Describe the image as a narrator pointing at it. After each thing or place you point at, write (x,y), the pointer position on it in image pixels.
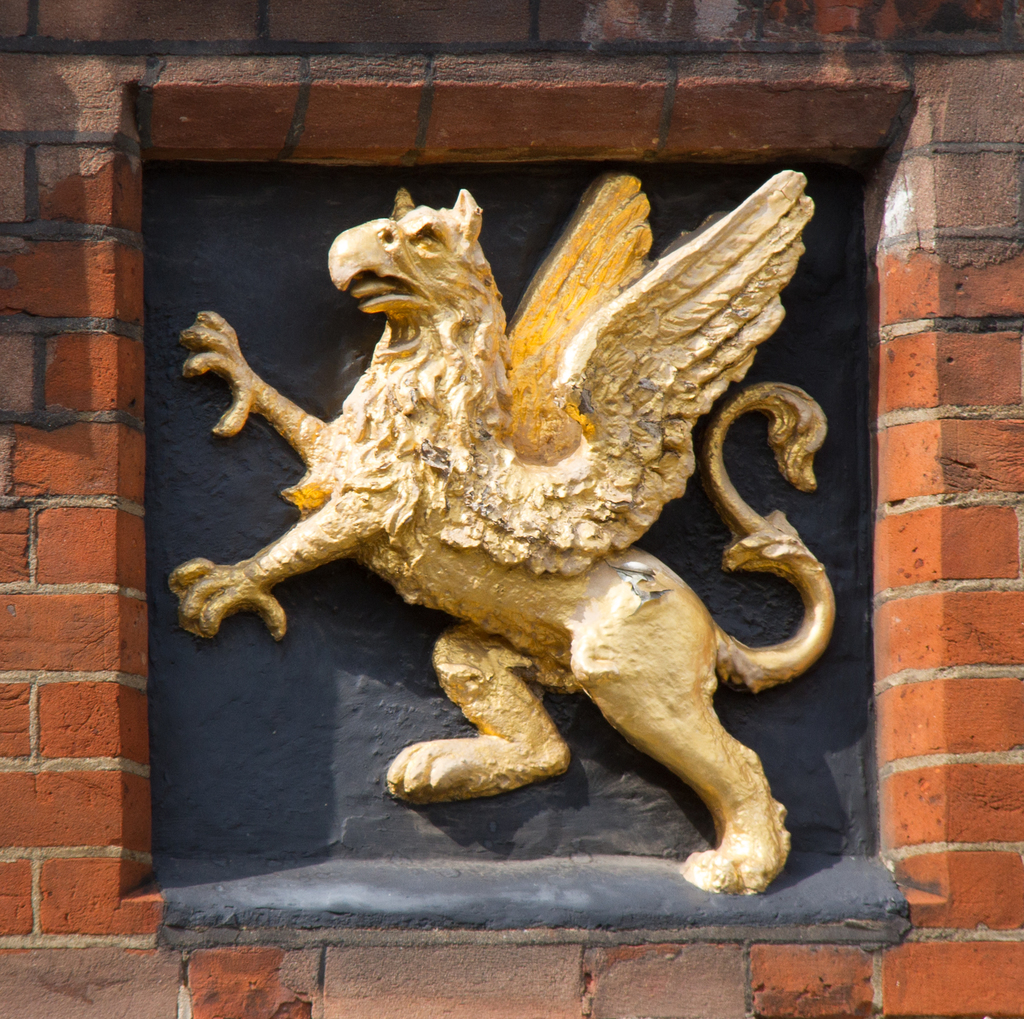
In this picture we can see a sculpture (200,563) on the wall (495,99).
